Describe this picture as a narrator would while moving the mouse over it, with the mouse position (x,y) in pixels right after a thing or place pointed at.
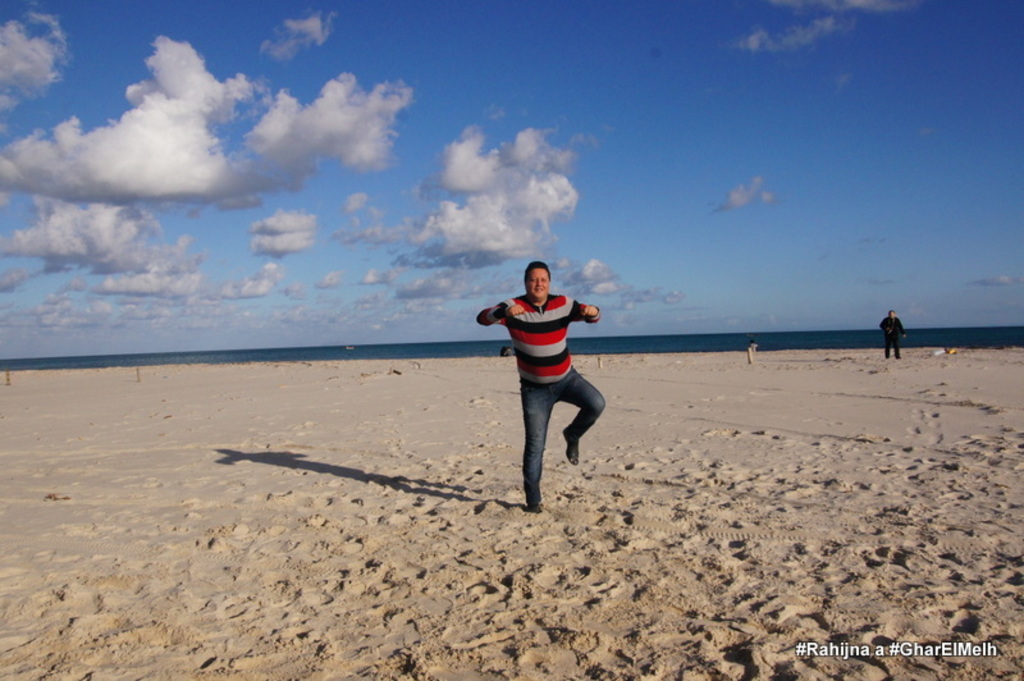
In this image we can see a person (539,311) wearing T-shirt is standing on the sand (554,641). In the background (954,332), we can see a person (898,349), we can see water (930,339), blue color sky (444,145) with clouds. Here we can see the watermark (881,642) on the bottom right side of the image (943,652).
